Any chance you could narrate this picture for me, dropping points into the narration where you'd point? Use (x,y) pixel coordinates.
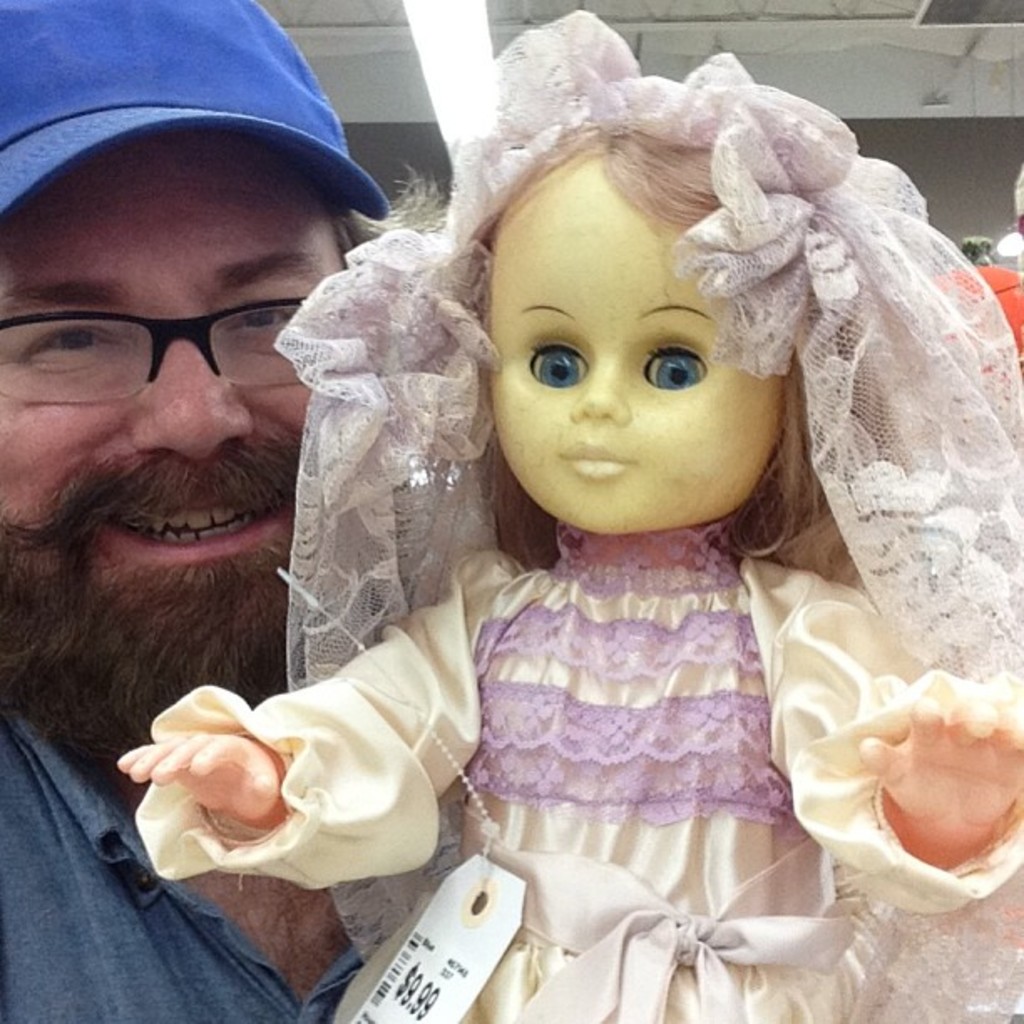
In this image I can see the person (238,614) holding the toy (637,660). The person (124,718) is wearing the blue color dress (72,889) and also the blue color cap (162,52). The toy (367,721) is in cream and purple color and there is a price tag (447,931) to the toy (430,746). In the back (484,58) I can see the building (668,60).
